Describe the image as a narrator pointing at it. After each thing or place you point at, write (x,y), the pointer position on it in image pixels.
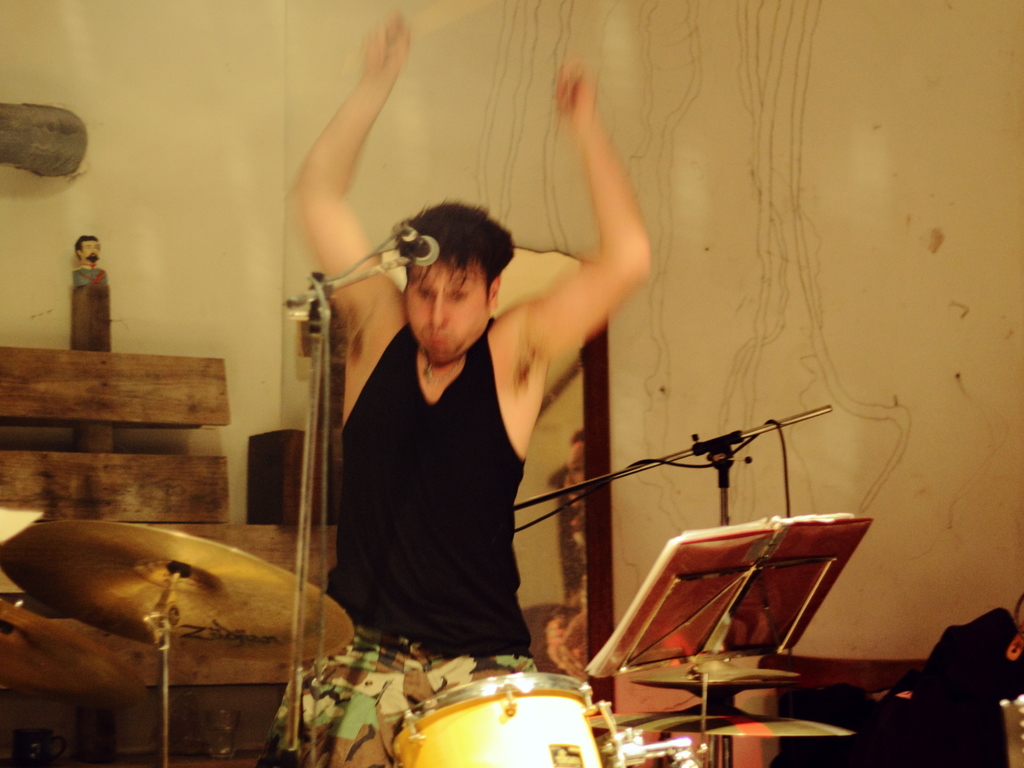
This person (389,303) sitting and playing musical instrument (281,623). There is a microphone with stand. On the background (981,29) we can see wall (817,330).
